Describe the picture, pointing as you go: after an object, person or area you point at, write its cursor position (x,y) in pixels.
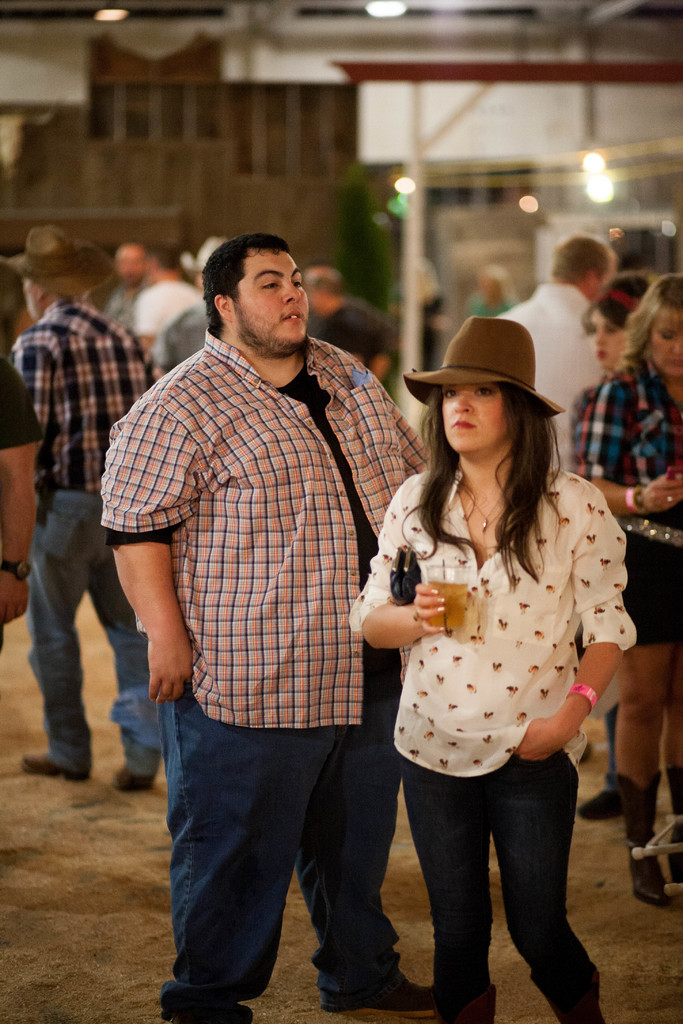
Background (641,190) portion of the picture is blur. In this picture we can see lights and few objects (433,136). On the right side of the picture (488,410) we can see a woman (499,409) wearing a hat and she is holding a glass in her hand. We can see drink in the glass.
